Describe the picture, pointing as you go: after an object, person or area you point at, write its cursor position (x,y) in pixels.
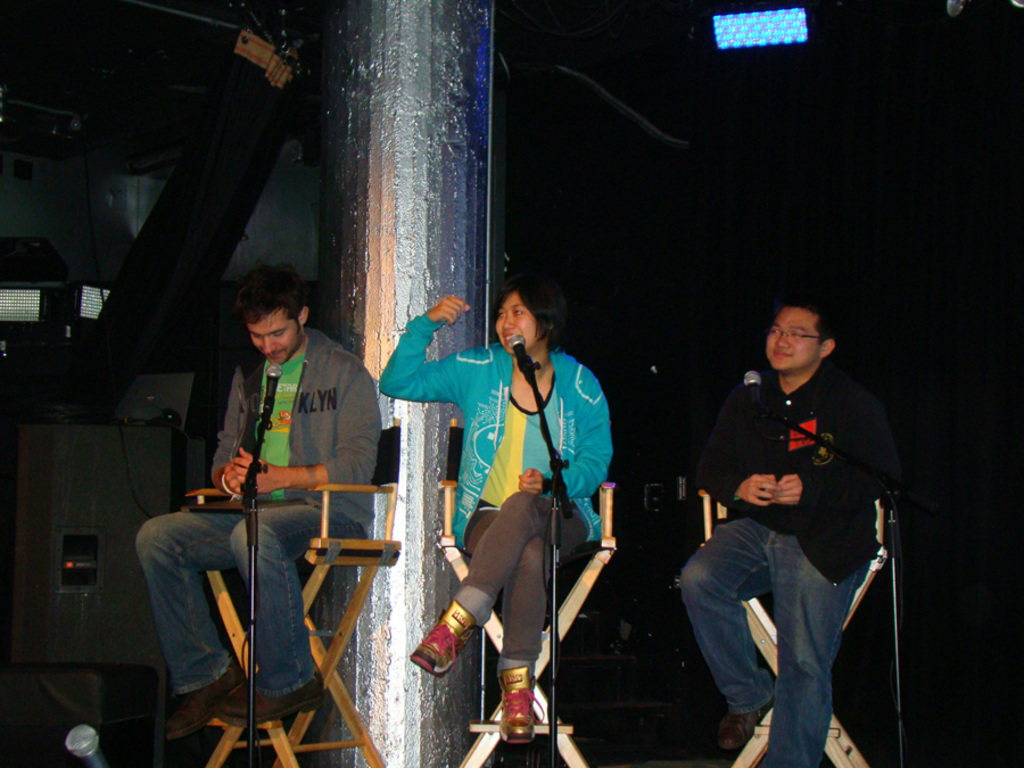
In the image there are three people (365,399) sitting on the chairs (323,575) and there are mics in front of them, behind the people (345,499) there is a pillar (331,123) and the background of the pillar (444,114) is dark.
